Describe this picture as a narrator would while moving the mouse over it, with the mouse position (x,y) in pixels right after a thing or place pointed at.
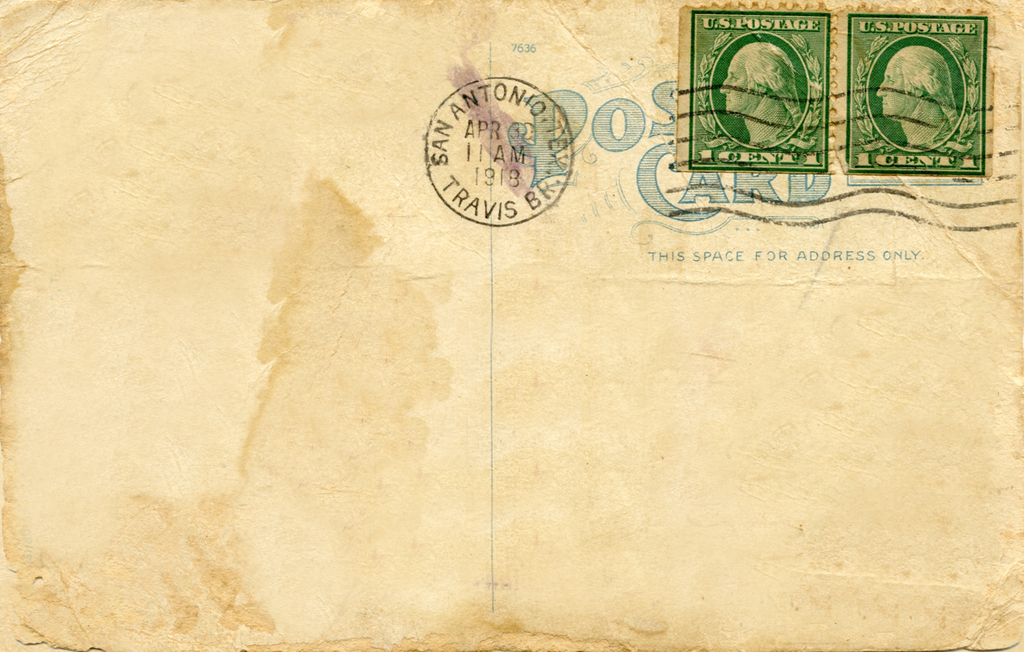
In this picture there is a postcard (221,382). On the top right (910,144) there are stamps (838,84) and text (697,177). In the center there is a post emblem (497,169).
